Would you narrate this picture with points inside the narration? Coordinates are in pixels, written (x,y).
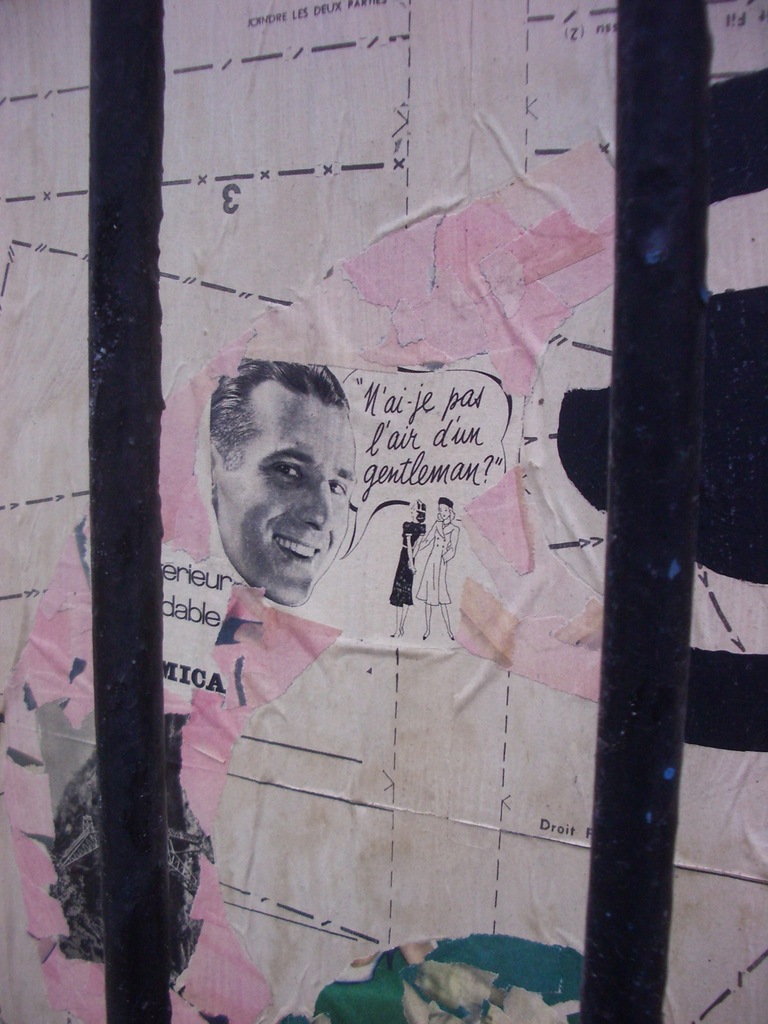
In this image we can see two poles (134,687) and a picture (259,410) of a person (305,369) on the wall (314,757).
